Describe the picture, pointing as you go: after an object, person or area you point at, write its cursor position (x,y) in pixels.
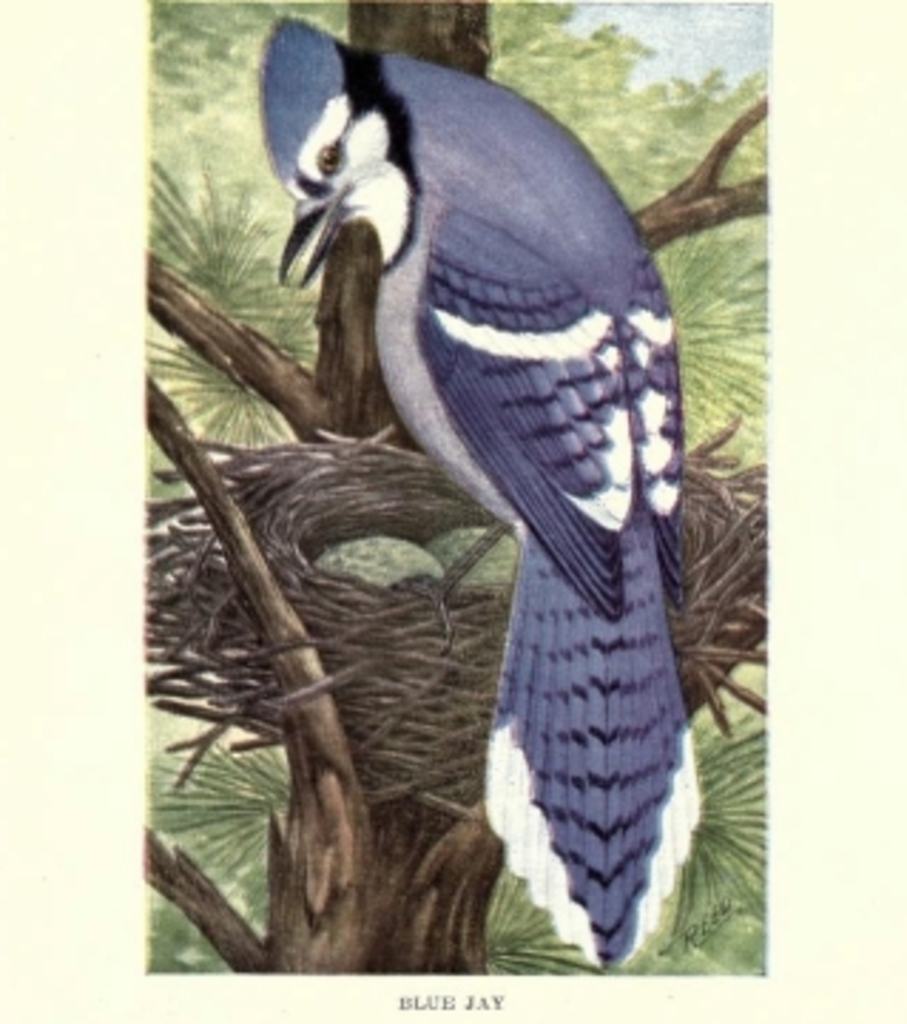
In this picture, it seems like a poster (377,390) where we can see a bird (609,538) on a nest (442,500) and trees (366,393).
